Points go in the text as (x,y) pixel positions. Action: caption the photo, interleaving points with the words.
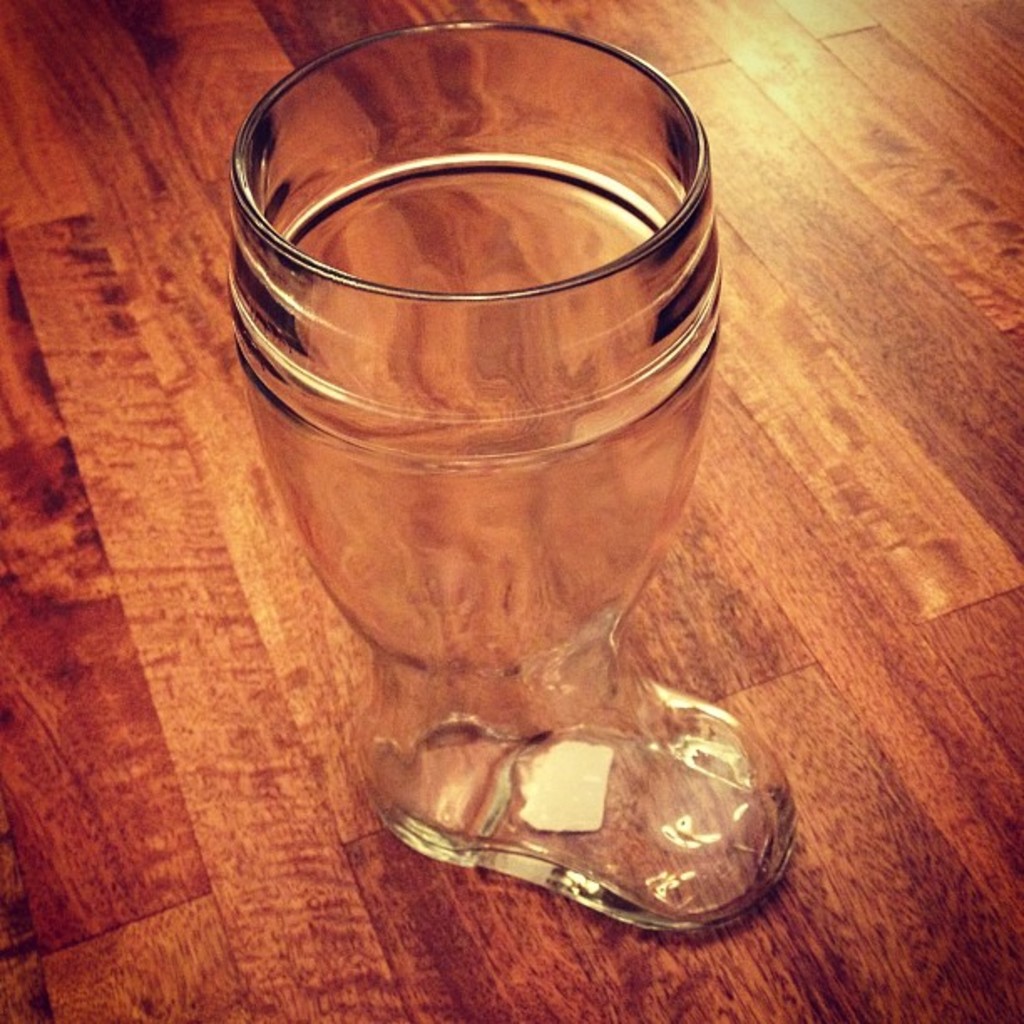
In this picture in the front (562,484) there is a glass (546,502) on the brown colour surface (901,575).
